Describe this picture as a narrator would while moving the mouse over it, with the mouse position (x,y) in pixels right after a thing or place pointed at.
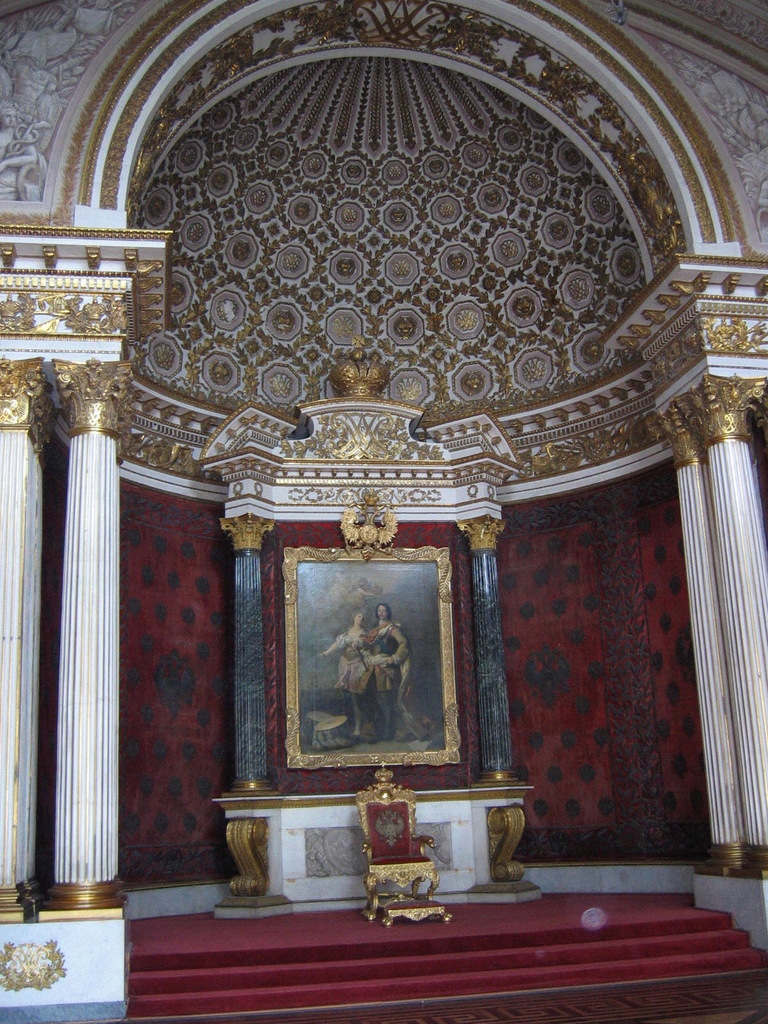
In this image there is a chair (388,859) above the stairs (399,933), behind the chair (387,845) there is a photo frame (349,664), besides the chair (399,867) there are pillars (737,635), at the top of the image (291,210) there is a dome (425,106).
